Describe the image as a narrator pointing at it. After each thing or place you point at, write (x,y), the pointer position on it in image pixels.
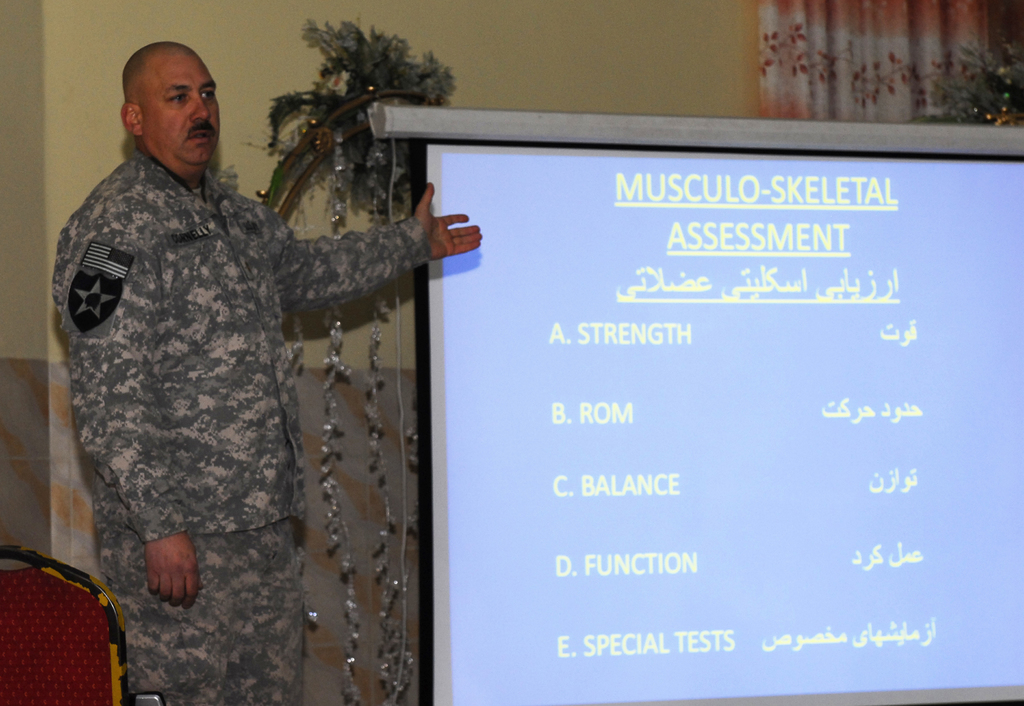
In this picture there is a man (122,243) standing and we can see screen (664,472) and chair (15,688). In the background of the image (438,106) we can see wall (684,58), curtain (881,45), plants (359,189) and decorative objects (333,162).
